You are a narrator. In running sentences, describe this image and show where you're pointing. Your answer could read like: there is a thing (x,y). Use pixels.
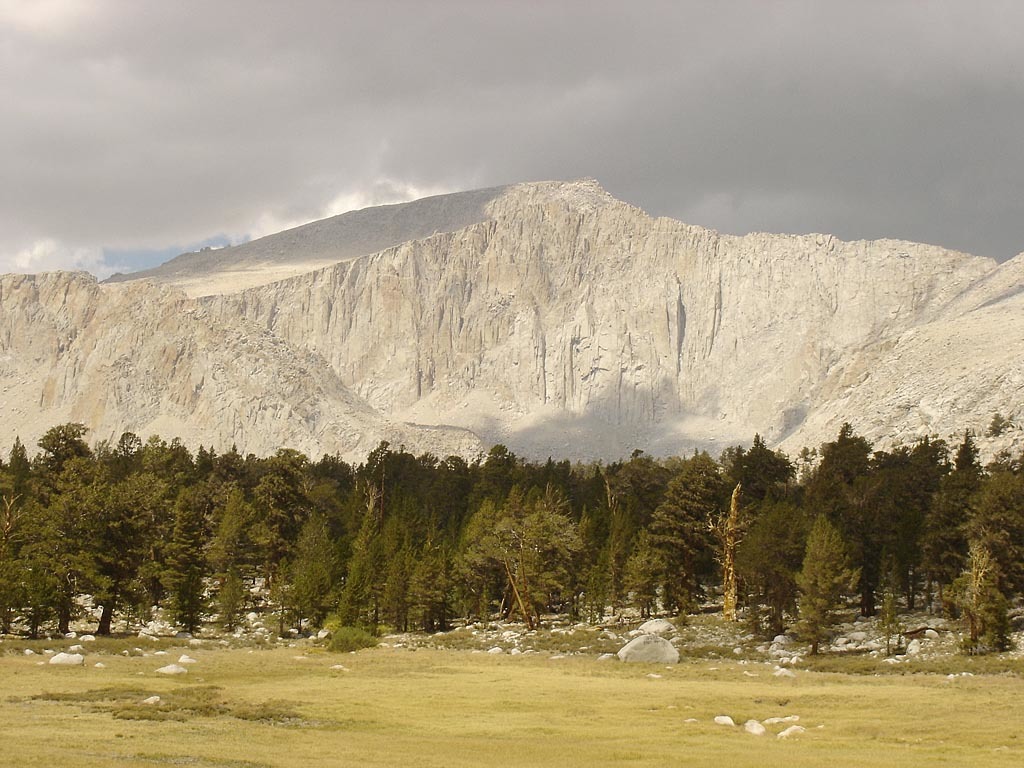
Here we can see trees (319,518), grass (547,645) and rocks (638,637). Background (70,248) we can see hill (1014,313) and sky (408,113). Sky (379,93) is cloudy.
